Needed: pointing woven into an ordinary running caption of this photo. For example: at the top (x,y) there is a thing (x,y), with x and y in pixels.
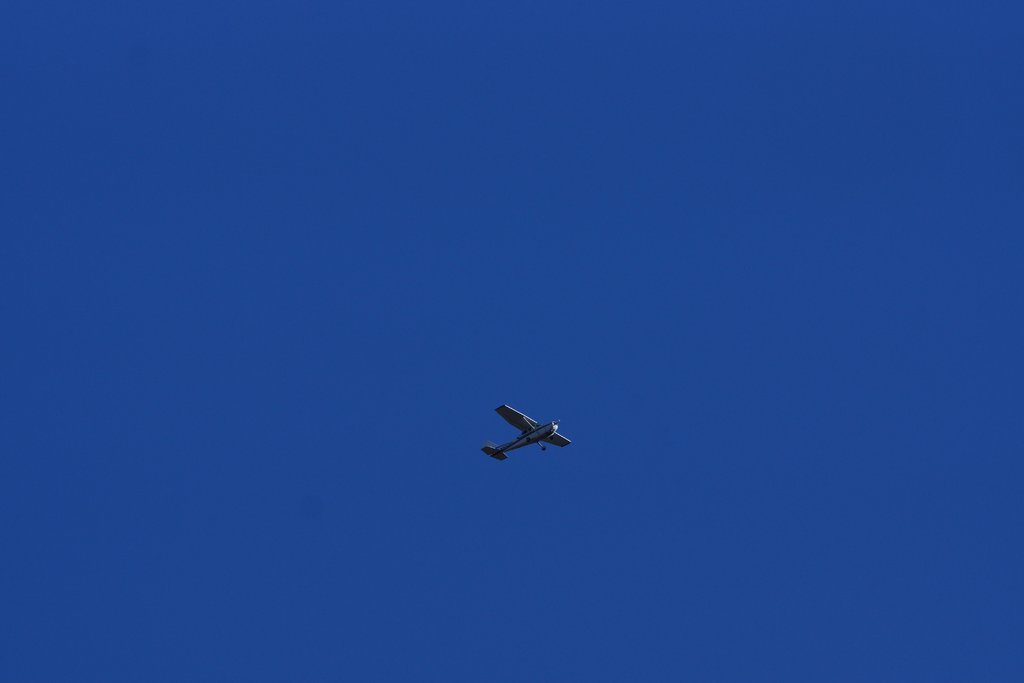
In this image, we can see an aircraft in the air (648,506), there is a blue color sky (576,193).
